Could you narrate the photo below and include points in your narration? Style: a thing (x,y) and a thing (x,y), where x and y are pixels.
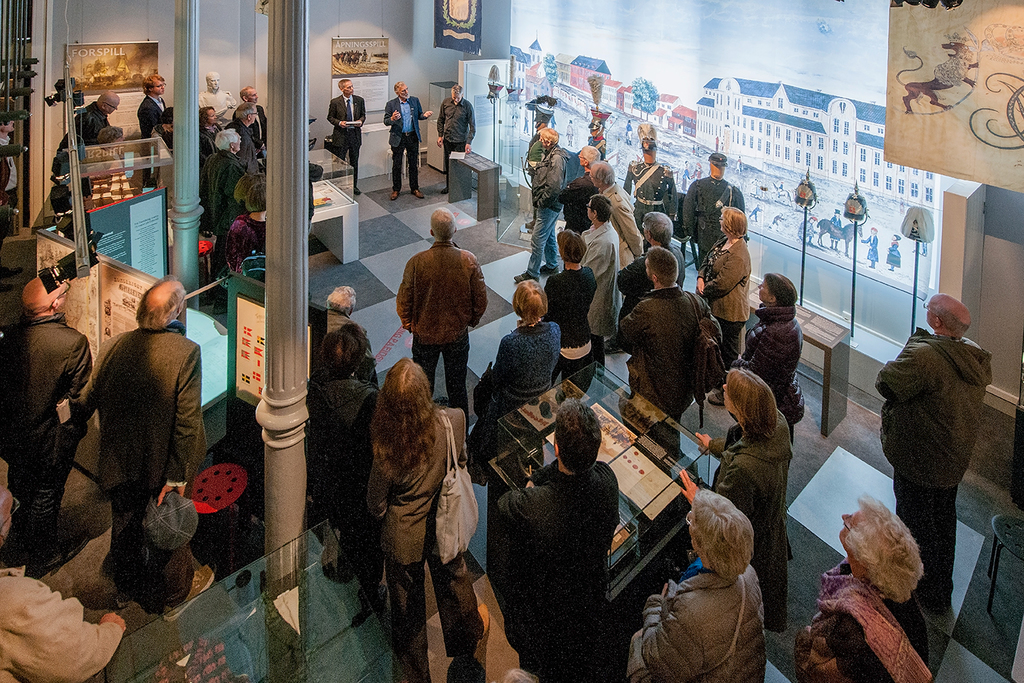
In the picture we can see some people (697,617) are standing on the floor (390,359) and in front of them, we can see a man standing and talking and near to him we can see some desks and in the background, we can see the wall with posters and beside the people (940,460) we can see the wall (1001,361) with a painting (917,192) of the building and something.
